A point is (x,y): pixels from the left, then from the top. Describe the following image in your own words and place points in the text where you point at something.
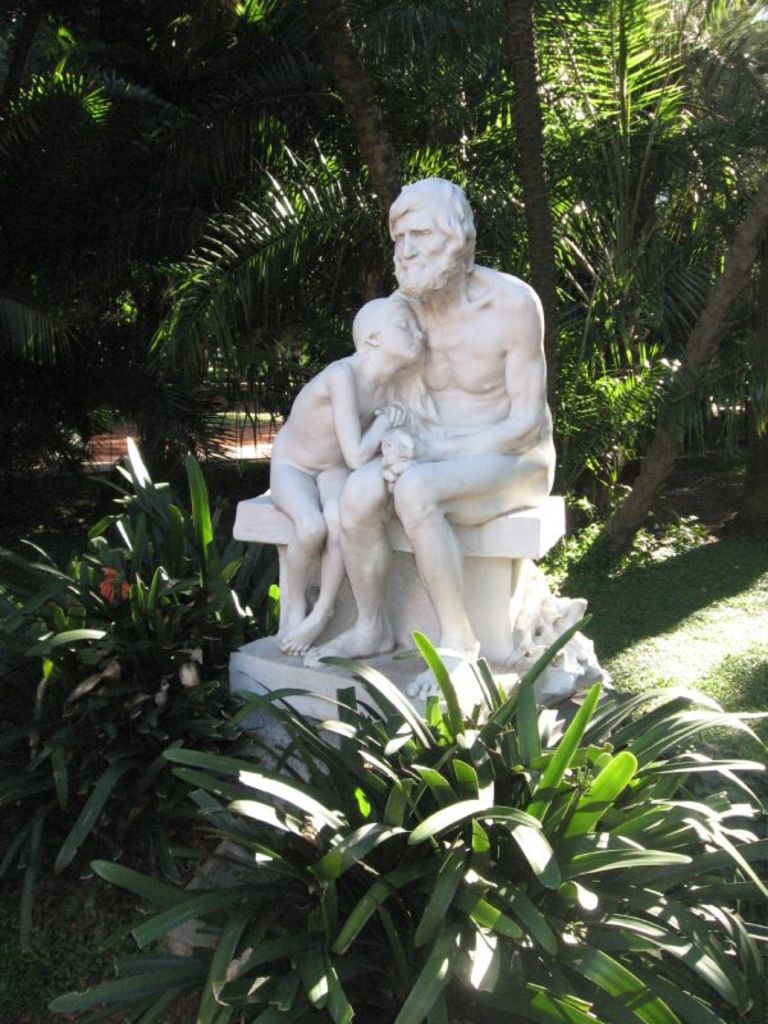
In this image there is a statue (465,471) of the man (465,471) who is sitting on the bench (503,532). In the background (393,99) there are trees (457,106). At the bottom (143,793) there are plants (415,784) near the statue (464,493).
